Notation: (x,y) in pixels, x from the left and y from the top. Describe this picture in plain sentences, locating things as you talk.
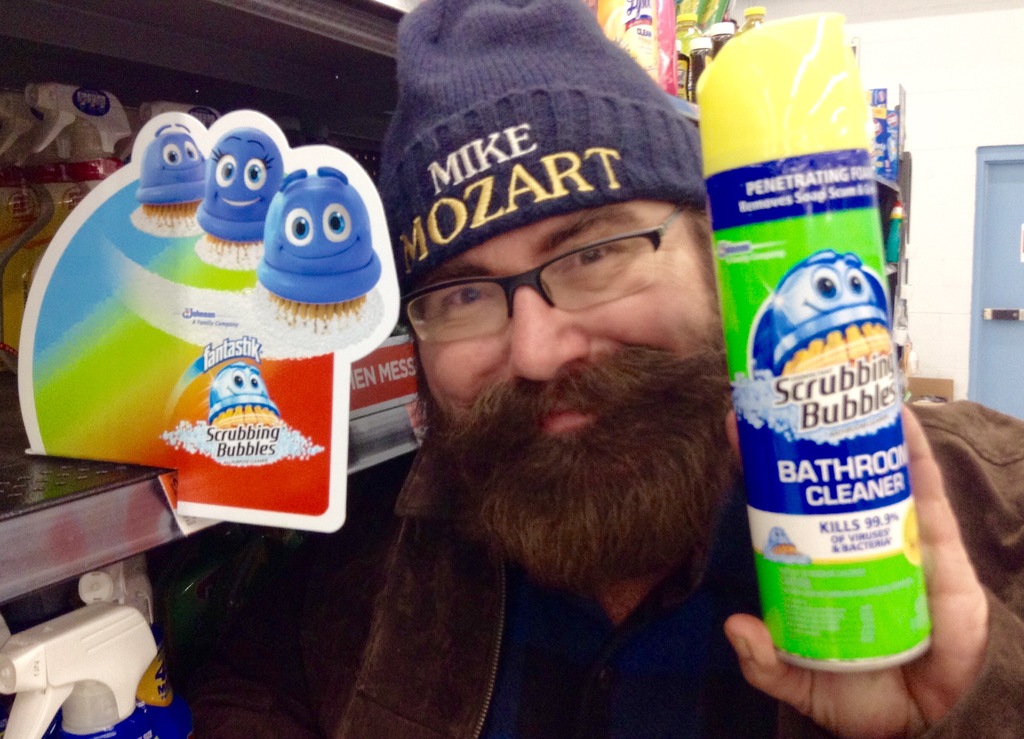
In this picture I can see a man (497,493) with a smile (565,417) on his face (601,454) and he is holding a bottle (817,367) in his hand (744,625) and I can see few items (666,74) in the shelves (54,464) and I can see a small board (200,351) in the shelf (43,457) with some text (202,322).
